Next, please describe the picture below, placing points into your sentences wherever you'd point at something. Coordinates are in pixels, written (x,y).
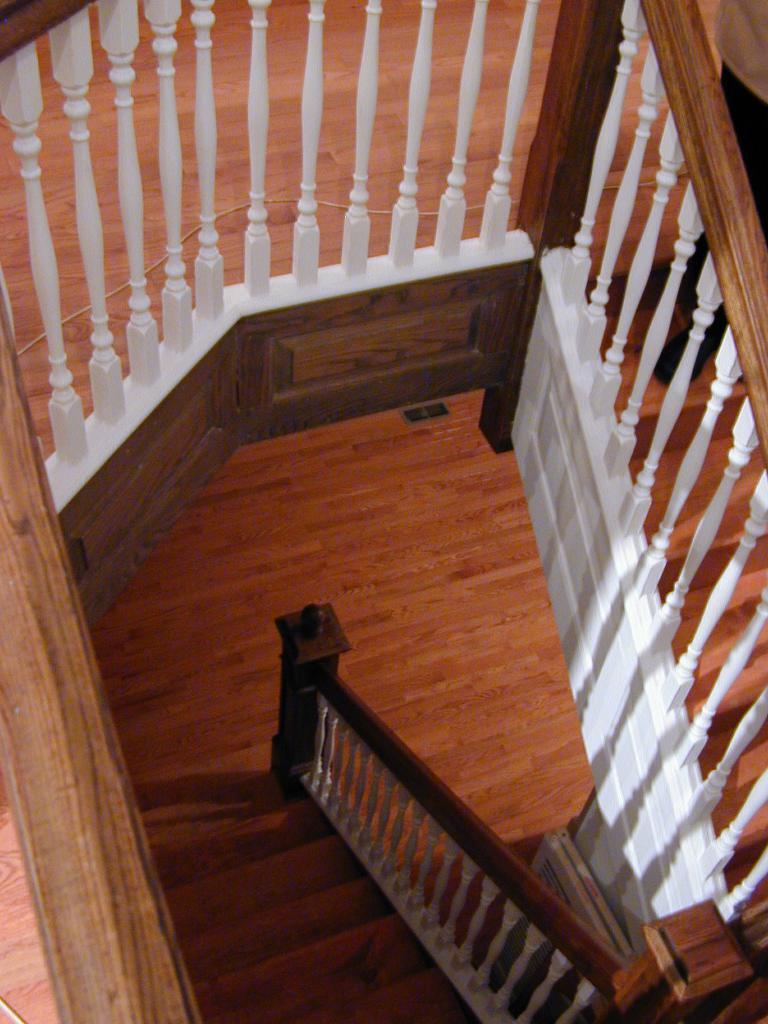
In the image we can see wooden floor (353,598), stairs (311,889), fence (453,921), rope (116,291) and a person (739,41), wearing clothes (738,50).
